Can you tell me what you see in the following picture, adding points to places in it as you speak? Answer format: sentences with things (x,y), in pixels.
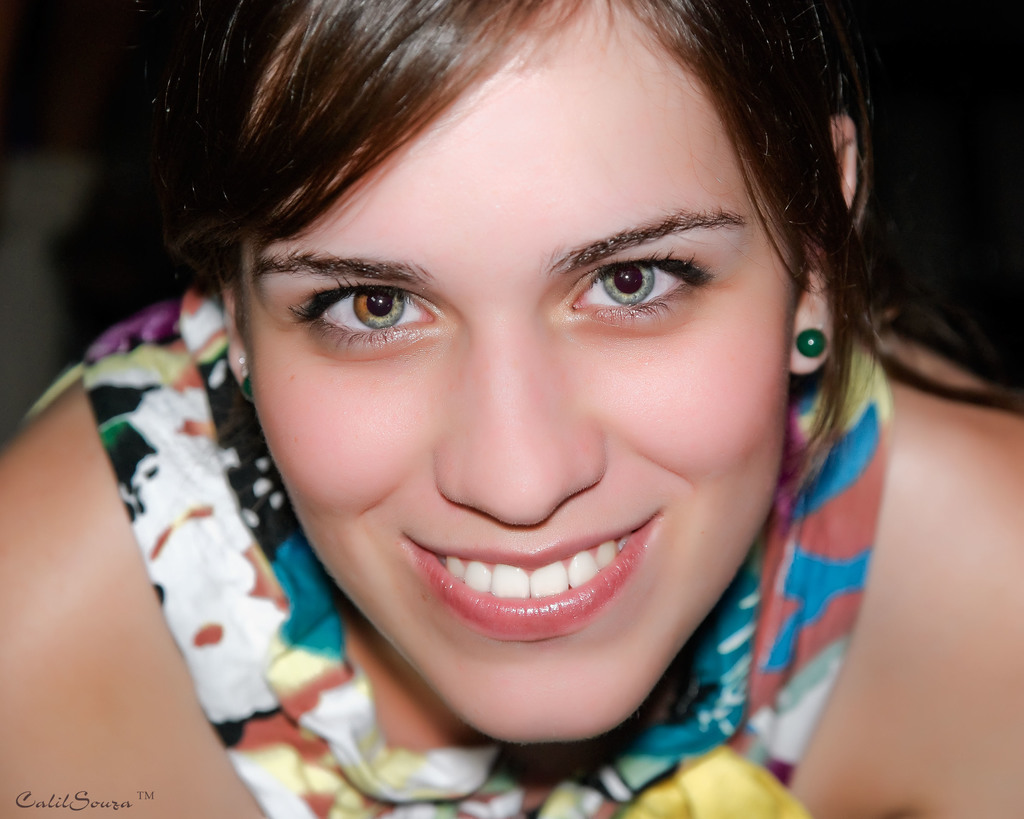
In this picture we can see a woman (190,781) smiling and in the background (70,99) it is dark.
